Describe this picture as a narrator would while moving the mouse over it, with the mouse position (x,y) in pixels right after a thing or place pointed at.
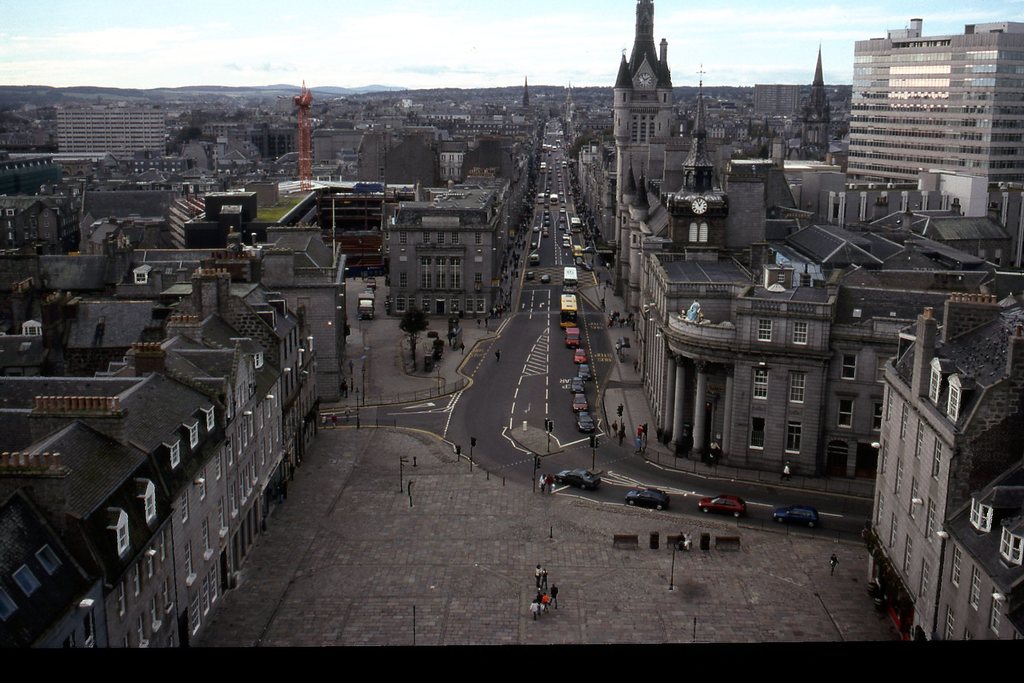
This image is taken outdoors. At the top of the image (161,40) there is the sky (588,38) with clouds (729,31). At the bottom of the image (430,596) there is a floor (432,595). In the middle of the image (650,345) there are many buildings (422,199) with walls (167,556), windows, doors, pillars (703,405) and roofs (918,212). There are a few towers (648,115) with clocks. There is an iron bar (299,102) and there are many poles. Many people (515,237) are walking on a road (523,375) a few are standing. Many vehicles (578,358) are moving on the road (575,371) and a few are parked on the road (582,281).
